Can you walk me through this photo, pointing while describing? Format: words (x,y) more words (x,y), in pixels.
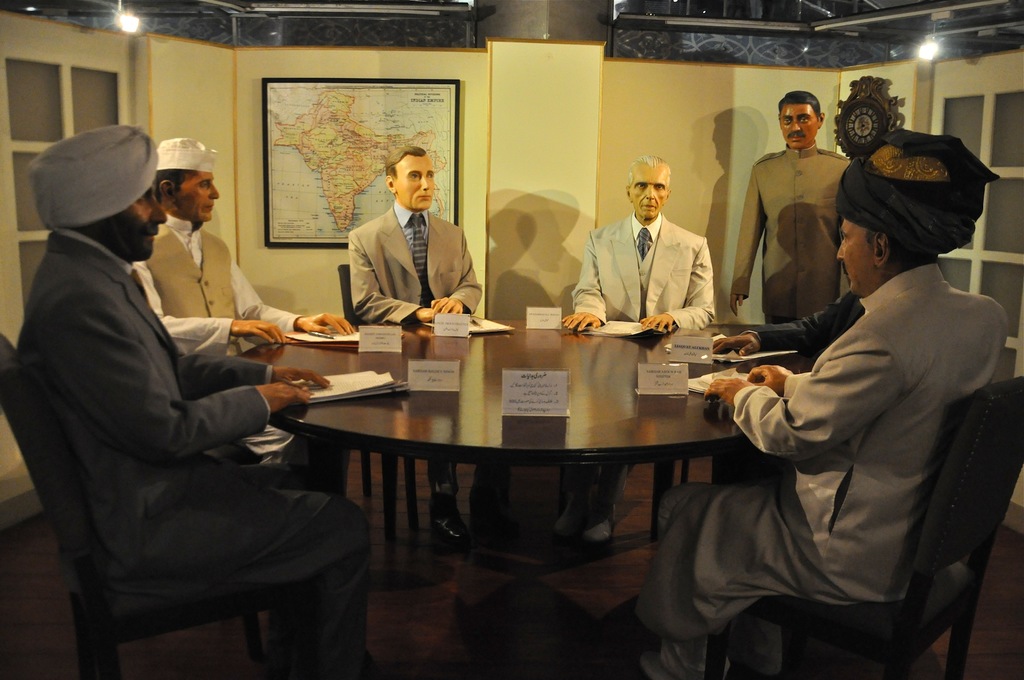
In this image we can see six people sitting in front of a table (322,428) and one man (777,223) is standing behind them, in the background (294,201) we can see Indian map (296,183) and also we can see a wall (222,126) and a window (98,95) in the background (88,92), on right top corner of the image (923,47) we can see a light (937,54) and also we can see some papers (364,385) on the table (522,348).
